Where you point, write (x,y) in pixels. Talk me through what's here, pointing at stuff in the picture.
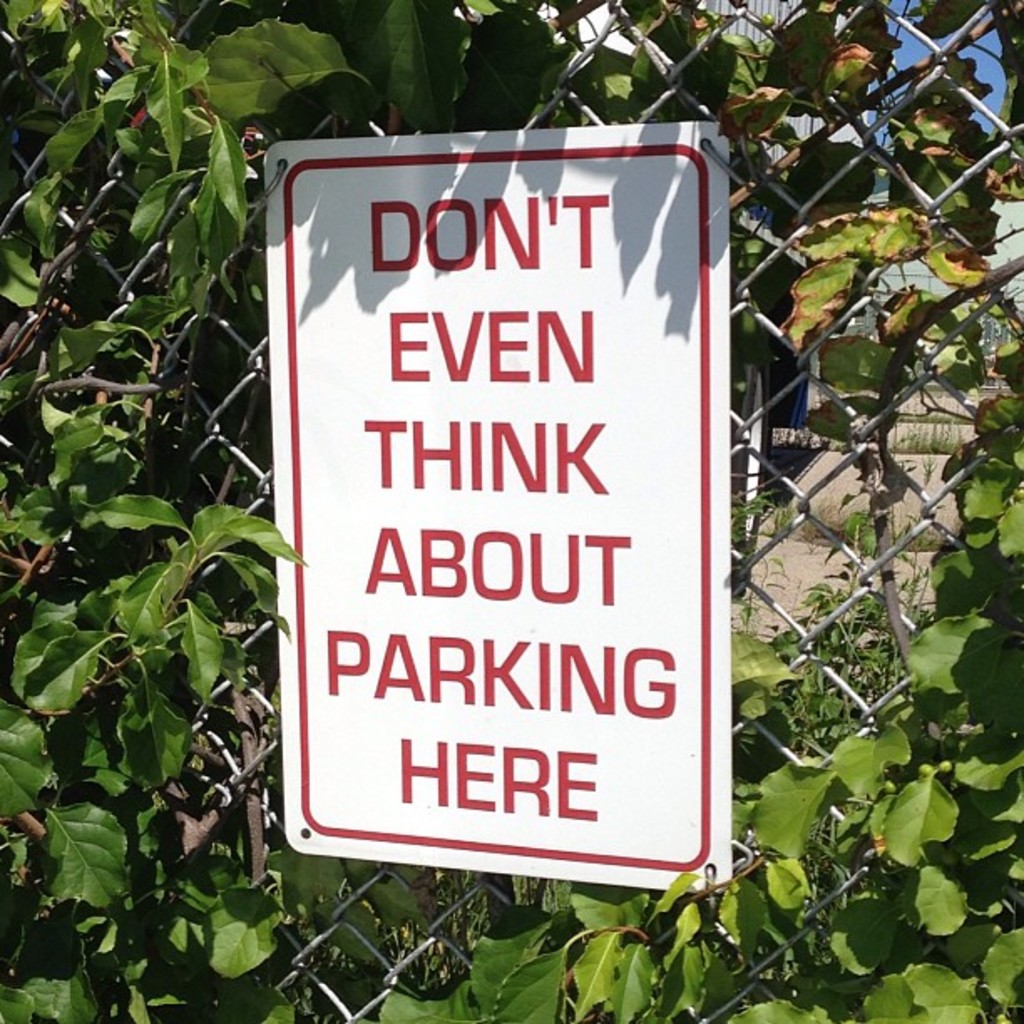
In this picture I can see the fencing (670,64) on which there is a white color board (476,288) and I see something is written on it and around the board (284,335) I can see the leaves (297,103).
